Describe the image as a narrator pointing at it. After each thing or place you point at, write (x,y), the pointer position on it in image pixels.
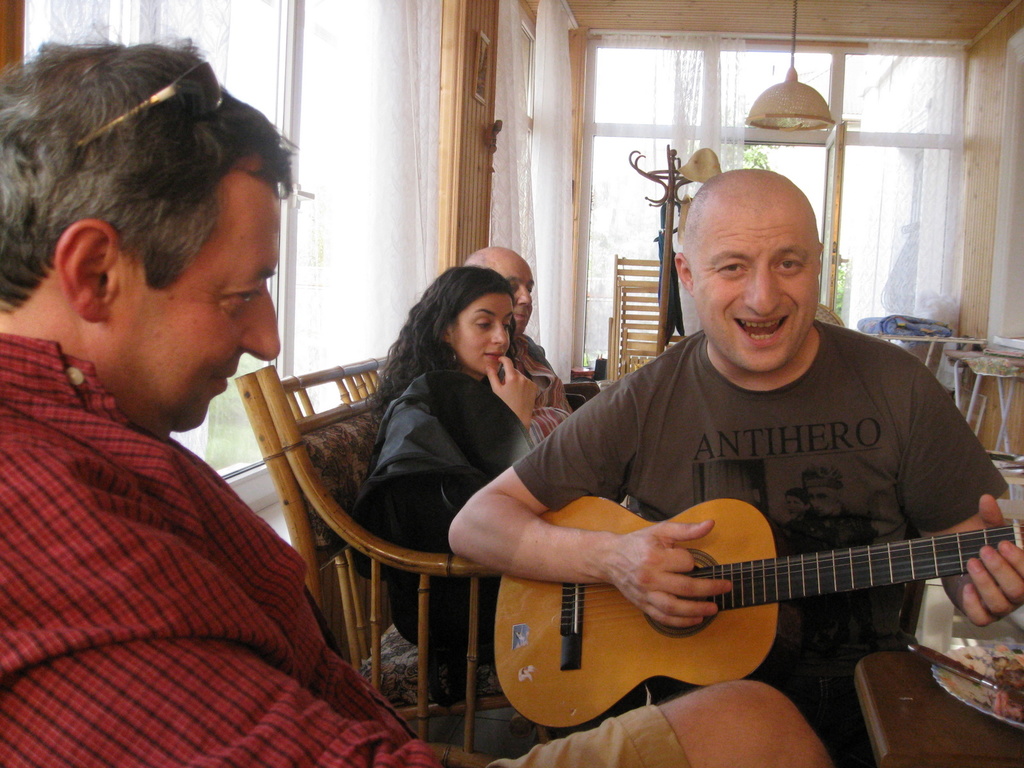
This is the picture taken in a room (562,319), there are three persons (315,605) sitting on chairs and a man (722,484) in brown t shirt (766,483) was playing a guitar (700,576) and singing a song. In front of the people (659,374) there is a table (939,698) on the table (939,702) there are plate (961,699), spoon (958,670) and food item (1010,666). Behind the people (528,553) there is a glass window (332,89) with curtains (551,176) and light (780,107).
